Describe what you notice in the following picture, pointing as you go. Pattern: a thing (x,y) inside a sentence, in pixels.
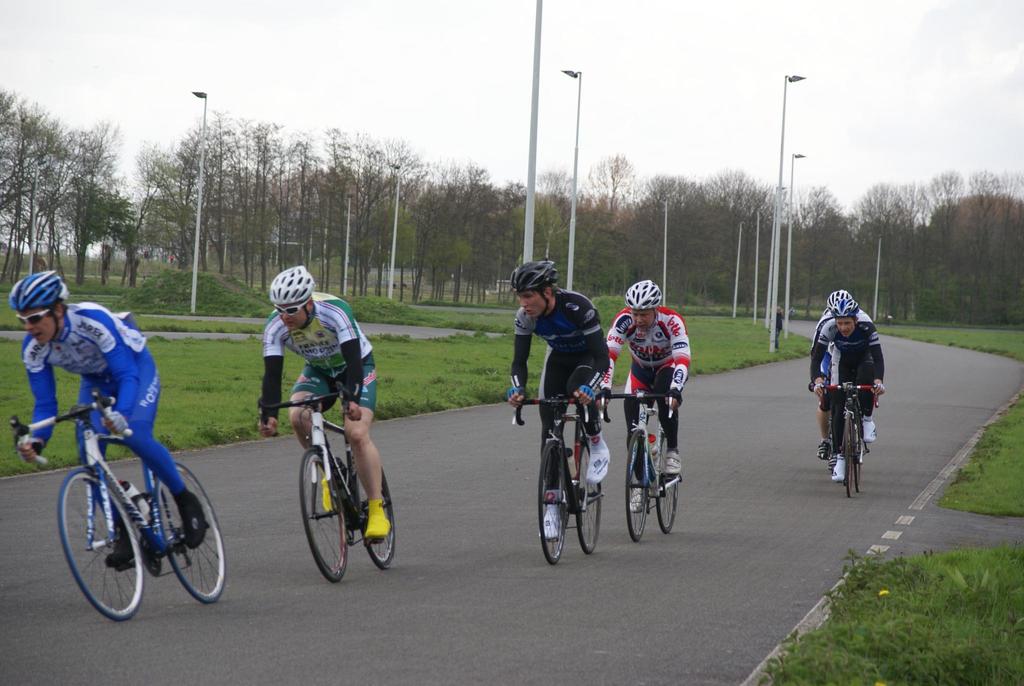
There are people (375,397) cycling in the foreground area of the image (554,421) and there are trees (361,284), grassland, poles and sky (491,129) in the background area (347,36), it seems like grassland (868,625) in the bottom right side (894,652).
